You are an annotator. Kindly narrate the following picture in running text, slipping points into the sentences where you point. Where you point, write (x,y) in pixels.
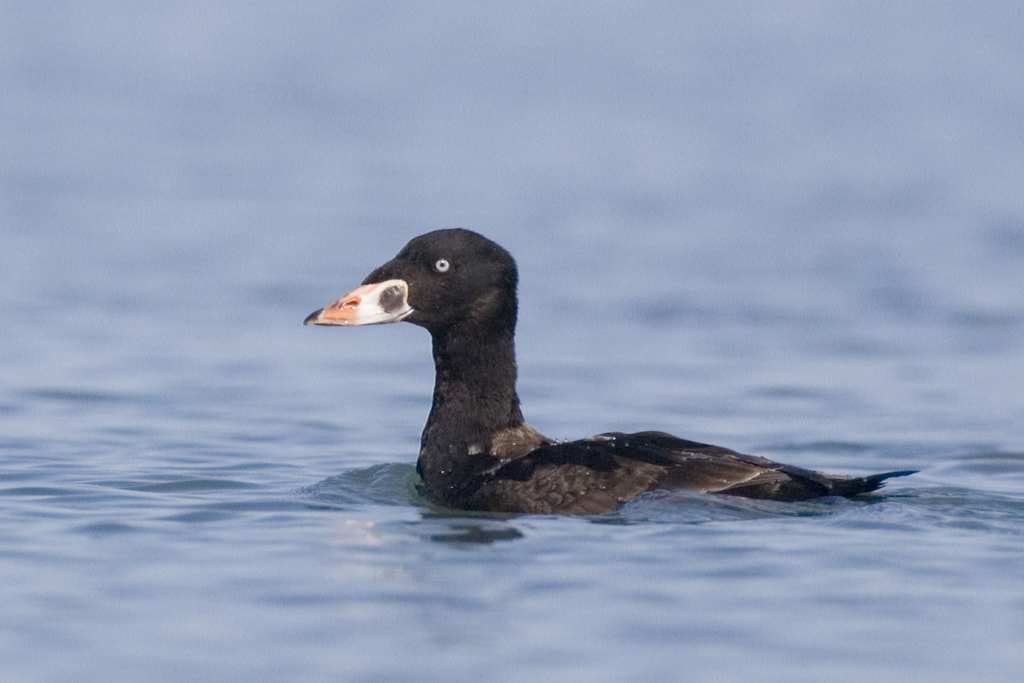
In this image we can see a bird (557,495) on the surface of water (413,602).
